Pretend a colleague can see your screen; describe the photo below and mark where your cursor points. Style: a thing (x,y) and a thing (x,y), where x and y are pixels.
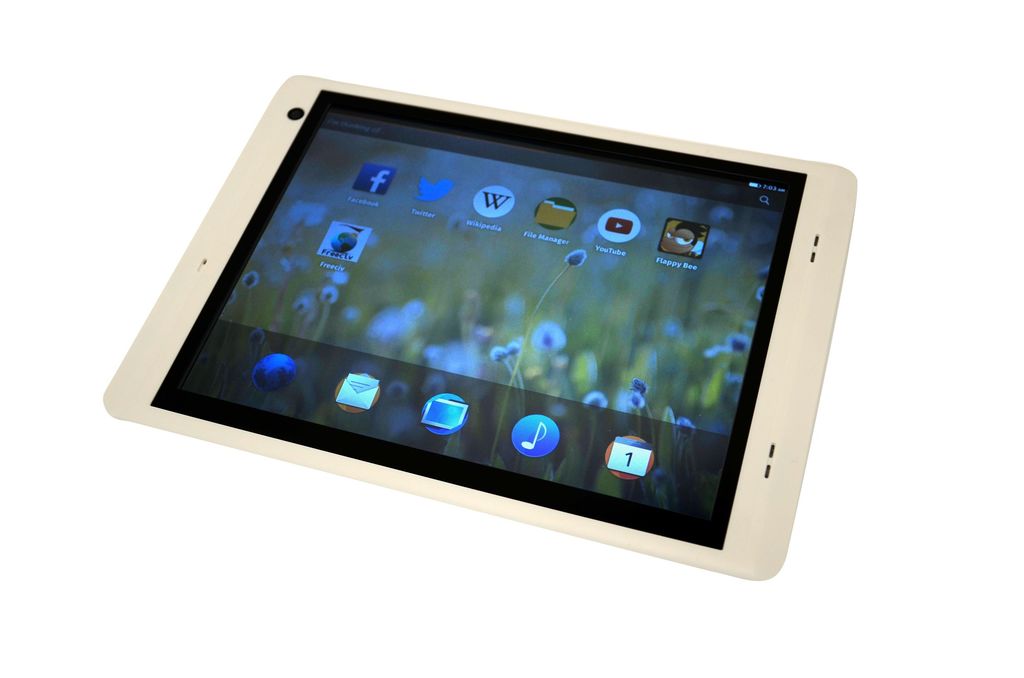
In this image in the center (529,241) there is one tab (497,224), and on the tab screen (509,150) there are some applications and there is a white background (246,52).
